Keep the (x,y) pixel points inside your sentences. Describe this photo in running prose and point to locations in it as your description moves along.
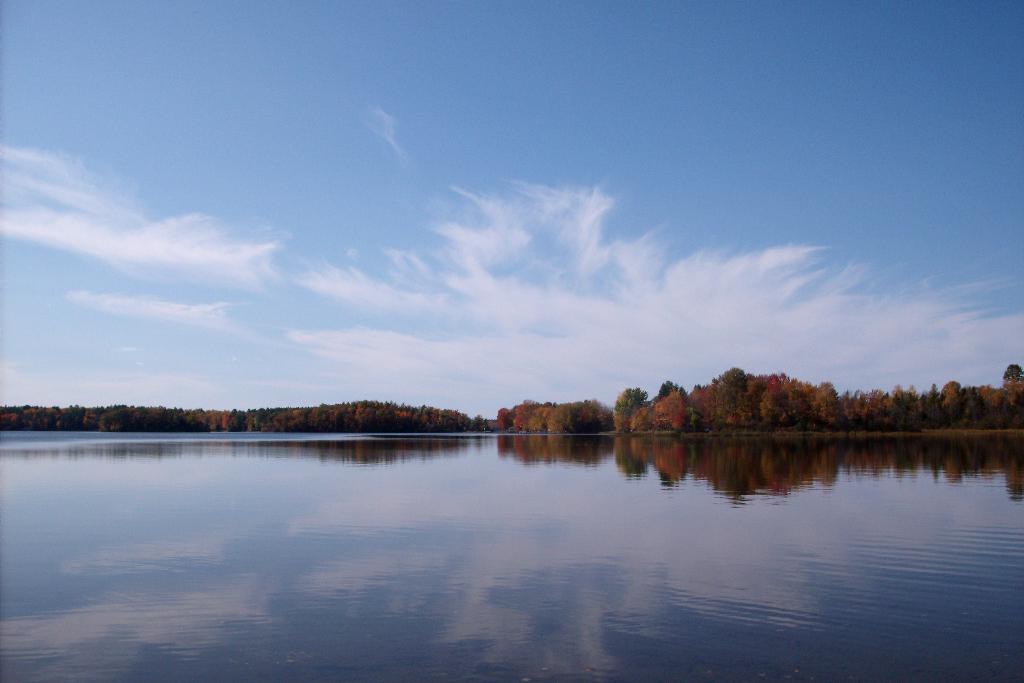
In this image we can see sky (327,244) with clouds (493,244), trees (893,401) and river (306,479).
